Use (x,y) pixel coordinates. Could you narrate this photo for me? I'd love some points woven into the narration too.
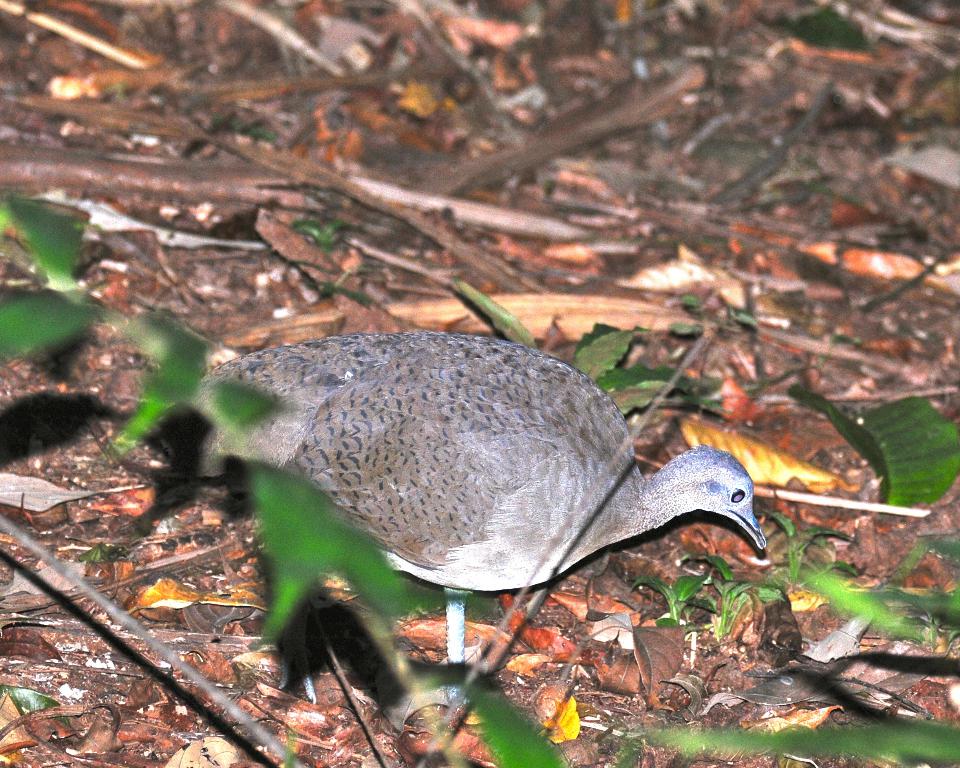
In this image we can see a bird (613,419). In the background (500,104), we can see dry leaves (199,610) and woods (880,512) on the land (863,384). At the bottom of the image (496,709), we can see leaves (790,702).
